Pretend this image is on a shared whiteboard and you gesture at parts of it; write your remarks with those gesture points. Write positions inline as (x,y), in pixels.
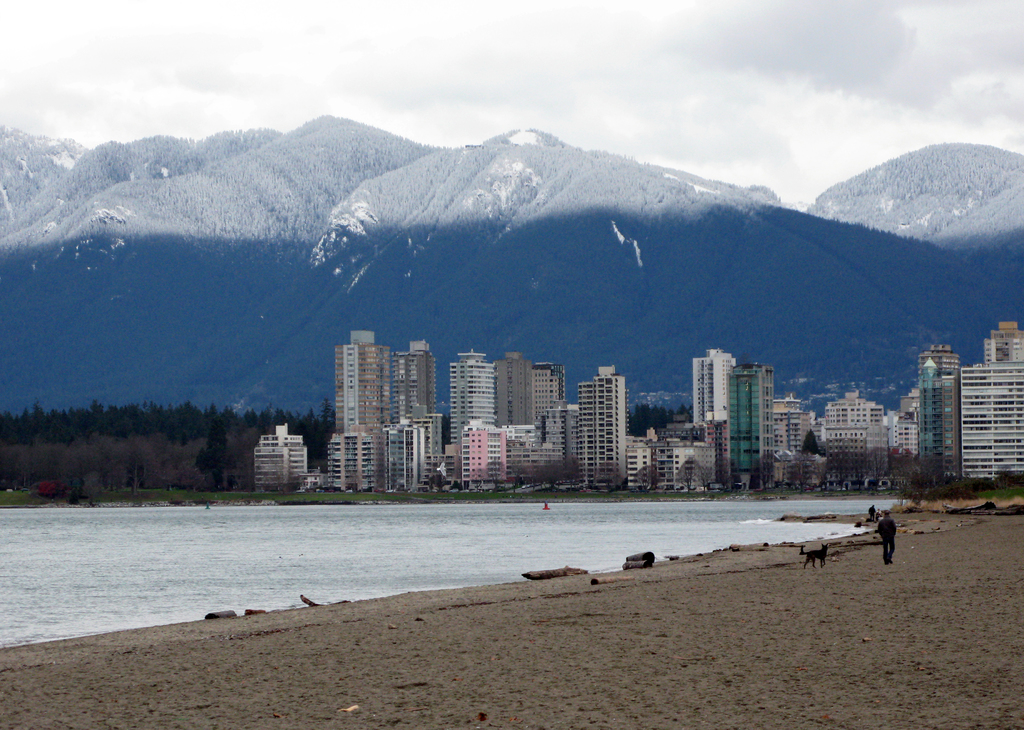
There is a person (881,522) walking and we can see dog (815,562) on the sand (490,622), water (487,560) and grass (992,492). In the background (923,489) we can see green grass (472,497), trees (198,445), buildings (353,419), hills (1009,317) and sky (770,164) with clouds (817,22).
